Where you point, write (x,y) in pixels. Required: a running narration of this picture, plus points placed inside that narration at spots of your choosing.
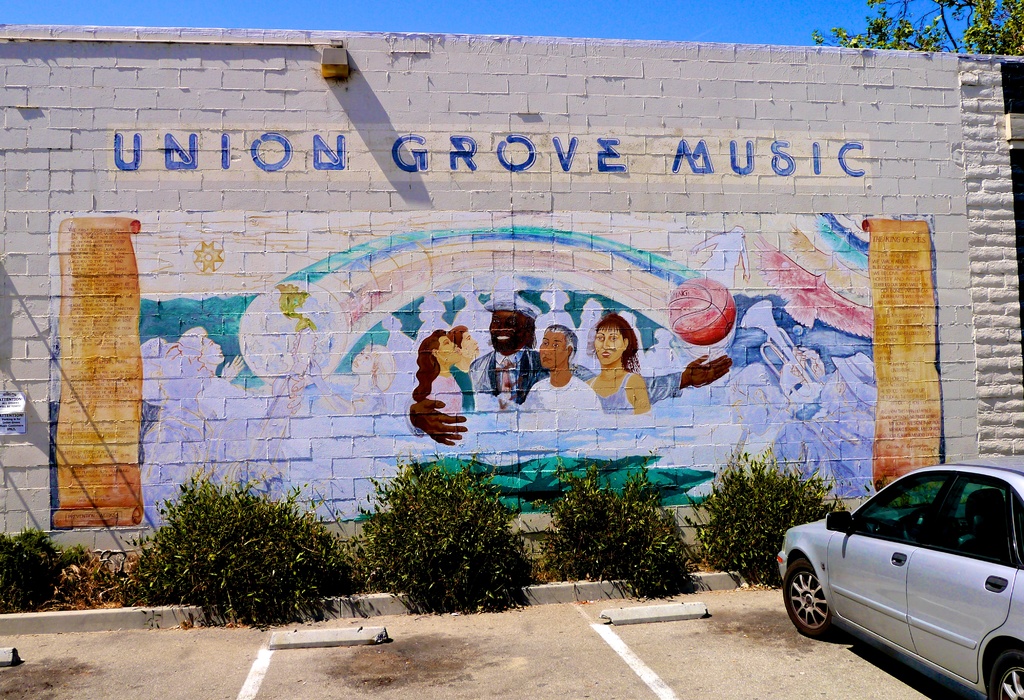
In this image we can see the painting (346,408) on the wall (706,132), plants (497,550), vehicle (966,543), trees (907,22) and we can also see some text (526,159) written on the wall (210,368). In the background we can see the sky (935,13).
